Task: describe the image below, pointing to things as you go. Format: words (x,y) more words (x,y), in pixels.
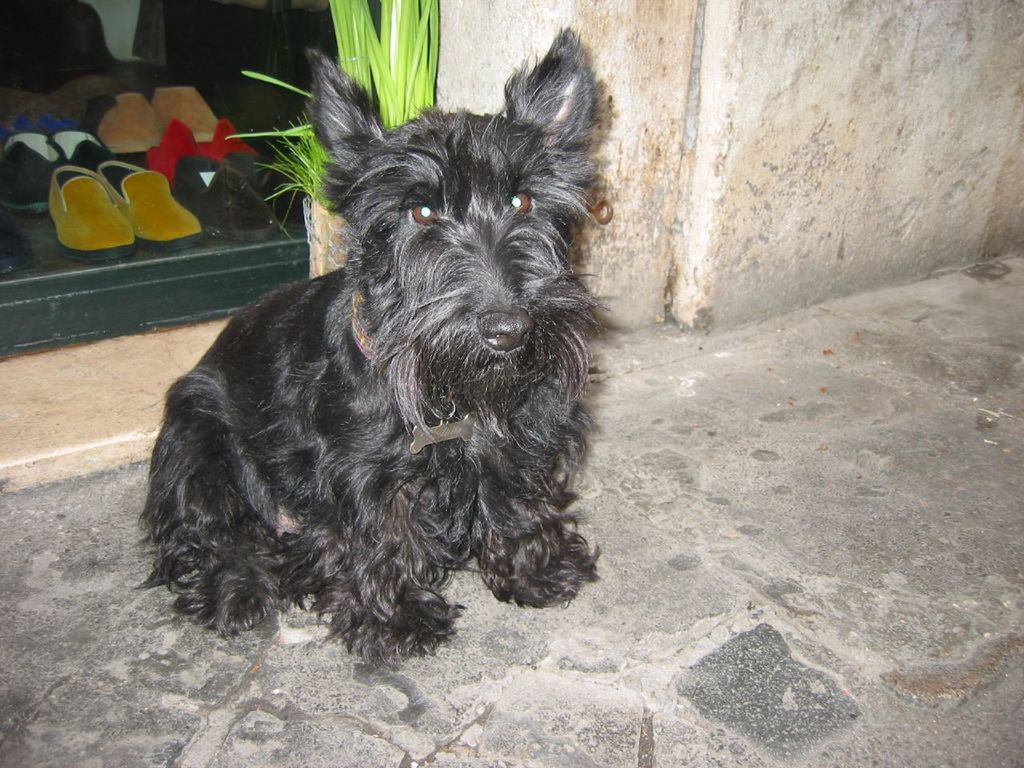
In this image I can see a black colour dog (418,271) in the front (419,154). In the background (172,104) I can see few footwear (196,104) and a plant (246,133). I can also see a belt (366,336) around the dog's neck (392,393).
